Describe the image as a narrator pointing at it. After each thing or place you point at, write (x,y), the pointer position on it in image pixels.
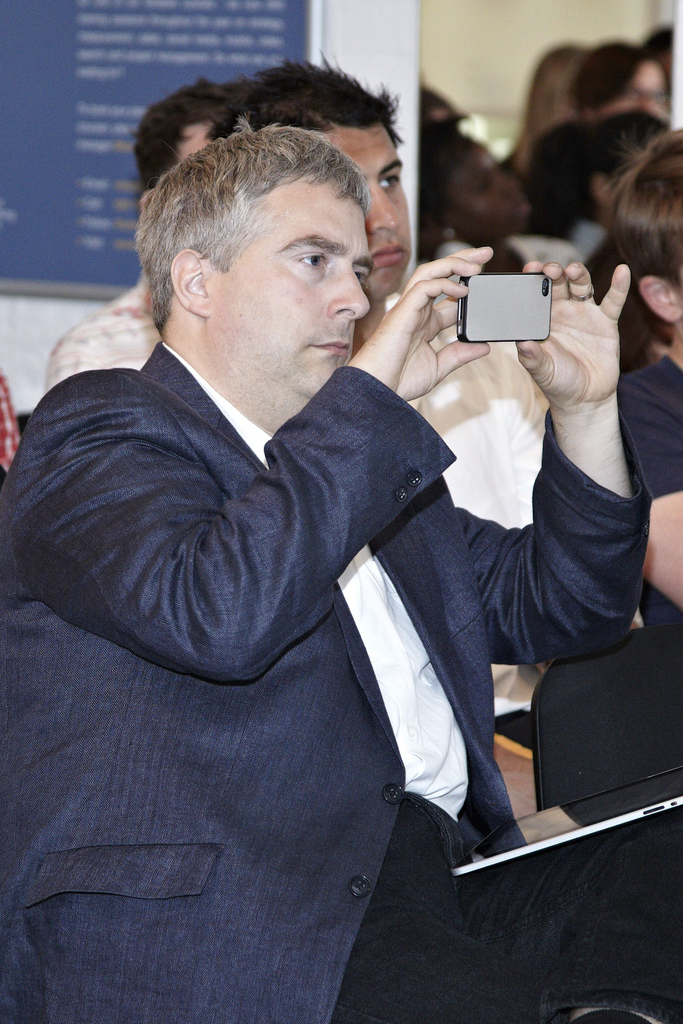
The man (382,320) in the front of the picture (318,514) who is wearing the blue blazer (313,671) is sitting on the chair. He is holding a mobile phone (535,315) in his hands (566,350) and I think he is clicking the photos with the mobile phone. We see the tablet (517,840) on his laps (548,854). Beside him, we see many people (682,229) are sitting on the chairs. On the left side (32,347), we see a white wall (371,56) on which the blue color board (53,208) with some text (87,124) written on it is placed.
